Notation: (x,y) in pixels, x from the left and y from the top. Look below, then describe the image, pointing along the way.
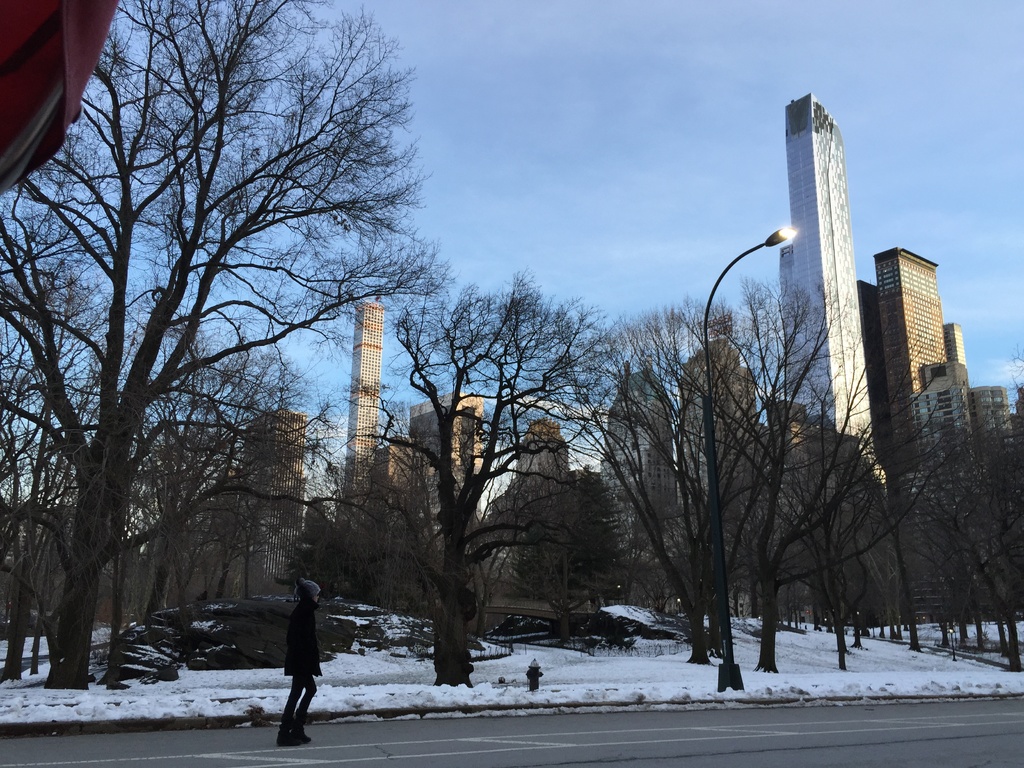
In this image, we can see so many bare trees (266,538), snow (620,669), hydrant (537,674), few buildings (802,230), pole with light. At the bottom (872,715), there is a road (587,738) with white lines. Here we can see a person (304,664) is walking on the road (655,754). Top of the image (577,228), there is a sky (553,147). Left side (56,72) top corner, we can see some object (66,61) here.
